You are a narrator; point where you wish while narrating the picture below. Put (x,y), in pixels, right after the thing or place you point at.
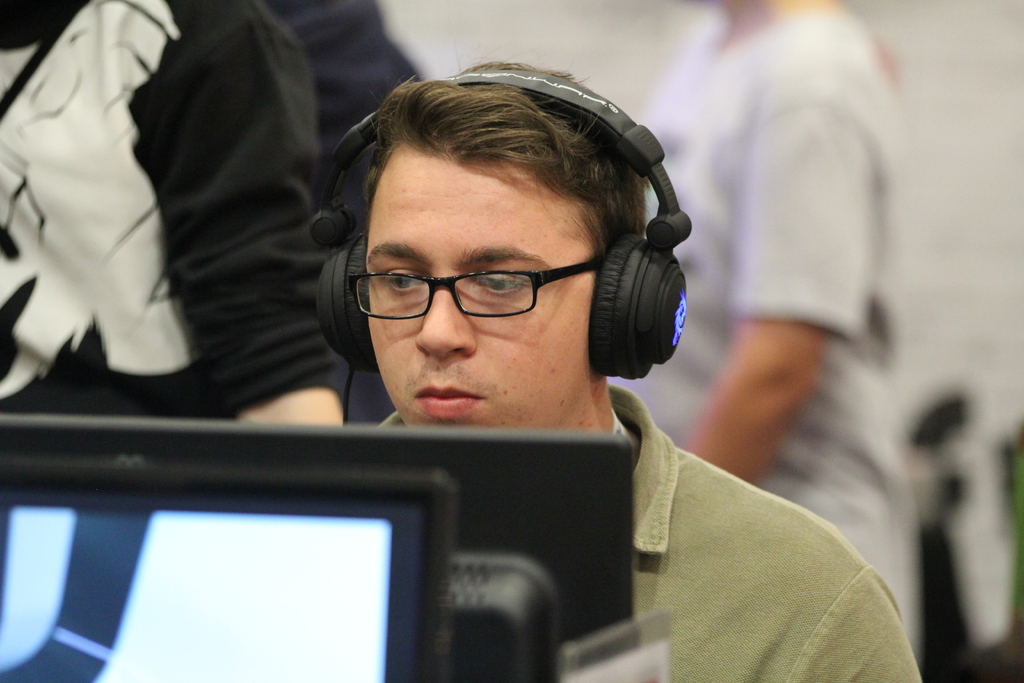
In this image there is a person (633,495) wearing headphones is looking into a monitor (491,500) in front of him, behind the person (475,316) there are few other people (311,177) walking.
